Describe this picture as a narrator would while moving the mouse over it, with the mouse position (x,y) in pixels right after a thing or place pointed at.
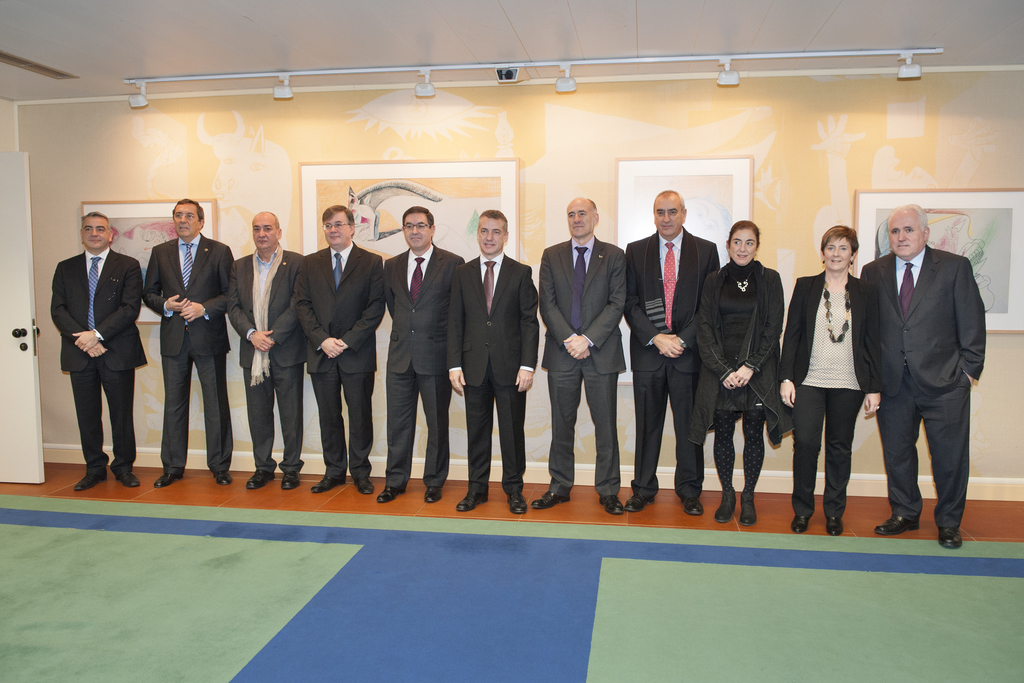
In this image few persons (456,366) and two women (808,363) are standing on the floor (607,515). behind them there is a wall (121,199) having few picture frames (364,216) attached to the wall (590,170). Few lights (509,63) are attached to the roof (445,39). Persons (88,349) are wearing suits (948,330) and ties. Women (809,366) are wearing black jackets (870,376). Left side (25,170) there is a door (6,262).
